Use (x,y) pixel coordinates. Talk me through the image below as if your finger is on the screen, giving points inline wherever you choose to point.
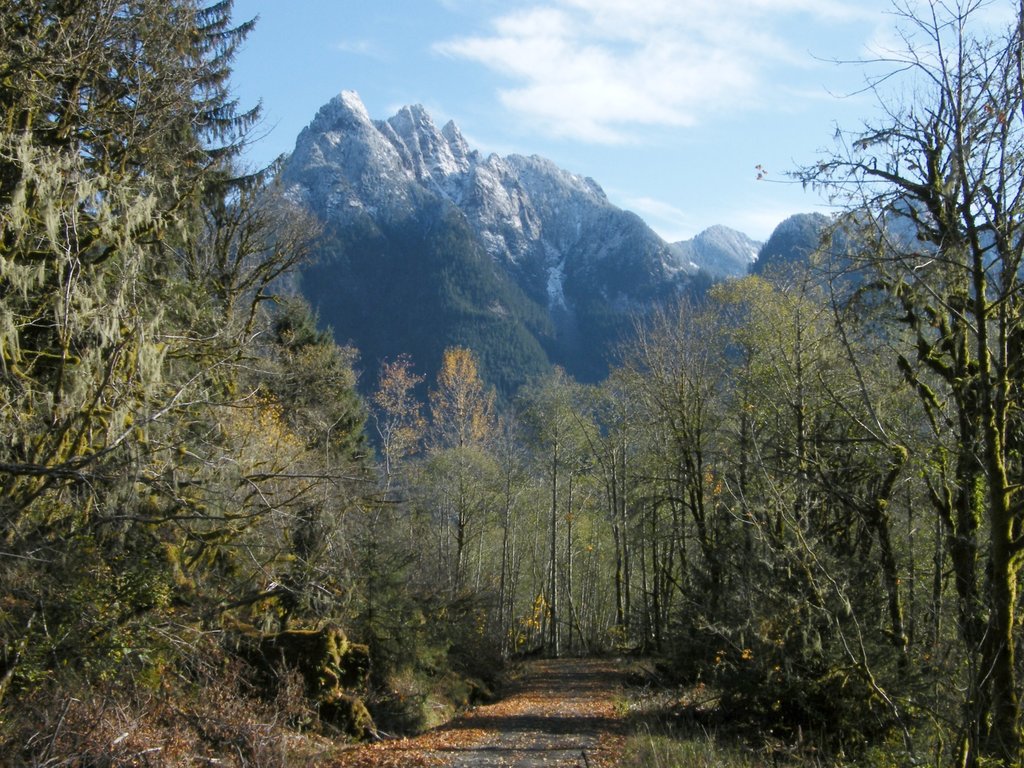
Here in this picture on the ground (456,711) we can see grass (441,706), plants (441,689) and trees (751,658) covered and in the far we can see mountains (383,196) that are covered with snow (506,185) and we can see clouds (539,89) in the sky (539,89).
